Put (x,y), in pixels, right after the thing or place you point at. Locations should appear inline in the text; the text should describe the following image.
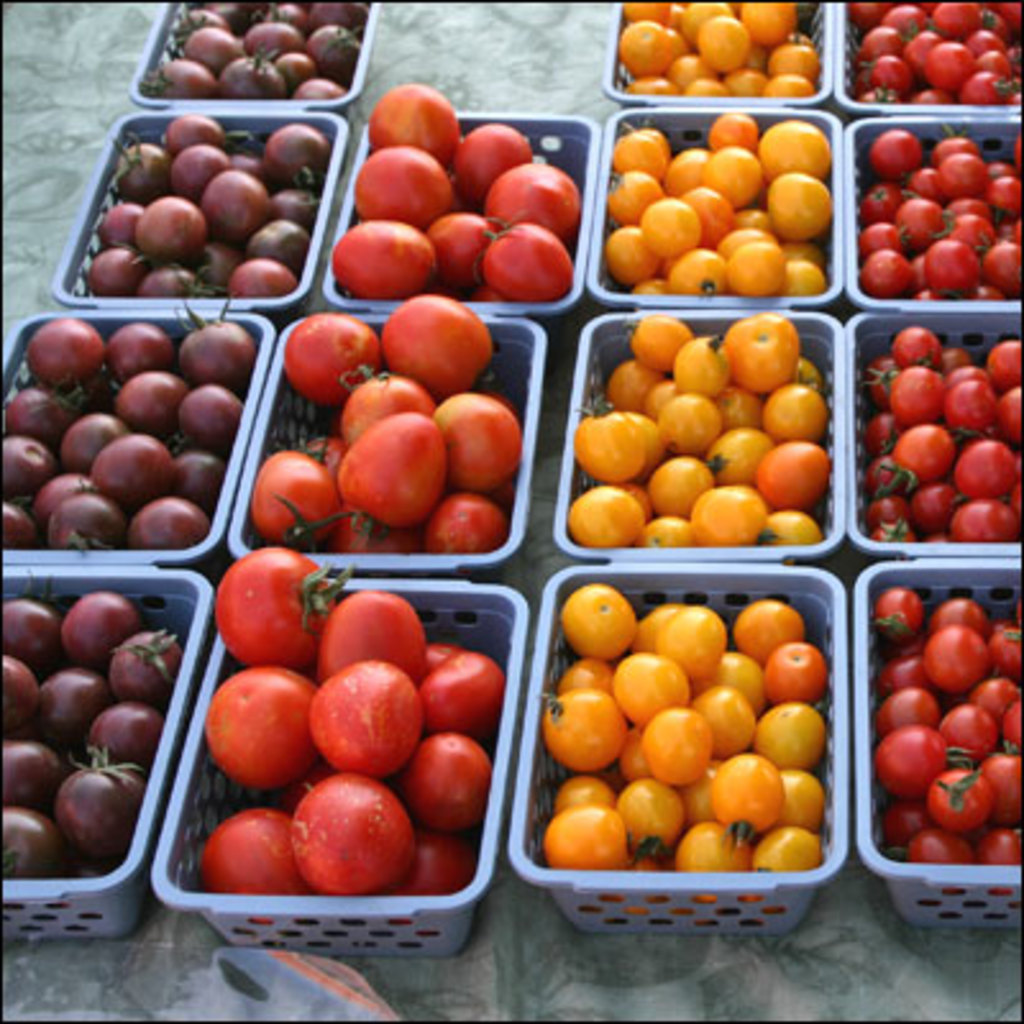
In this image, we can see some baskets (841,391) contains different types of tomatoes (409,247).
